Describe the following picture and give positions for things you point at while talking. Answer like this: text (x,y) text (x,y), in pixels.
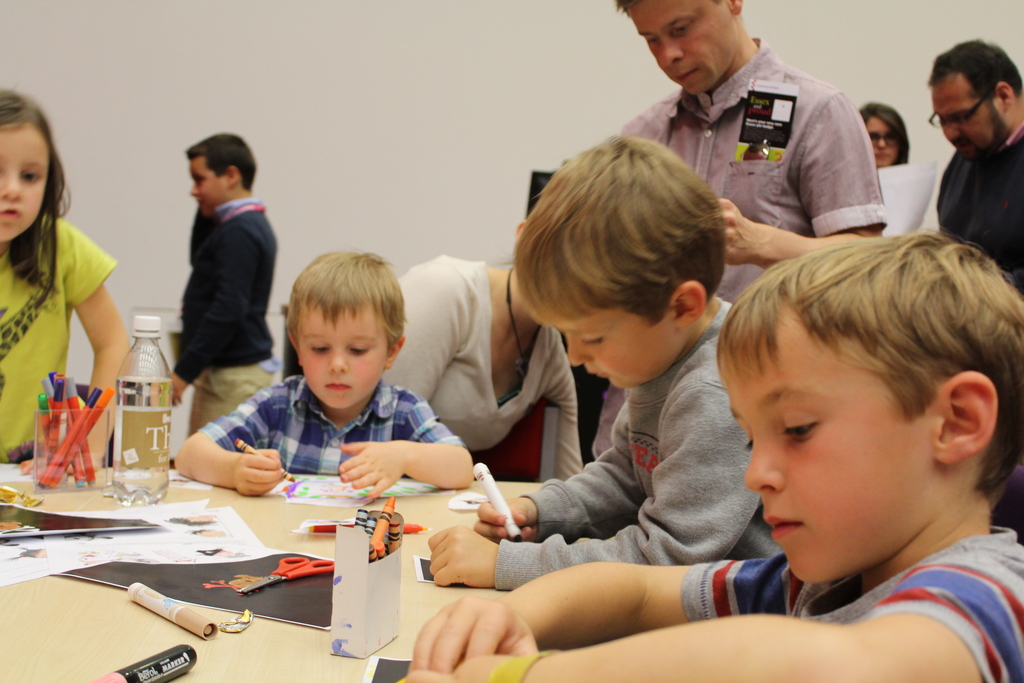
Here in this picture we can see a group of children (458,634) present over there and in front of them we can see table (82,506), on which we can see papers (212,562), sheets (6,558) and bottle (117,458) and sketches (103,400) and crayons (381,556) present over there and they are drawing something on the paper (416,490) in front of them and behind them we can see other number of people (785,204) standing over there.
